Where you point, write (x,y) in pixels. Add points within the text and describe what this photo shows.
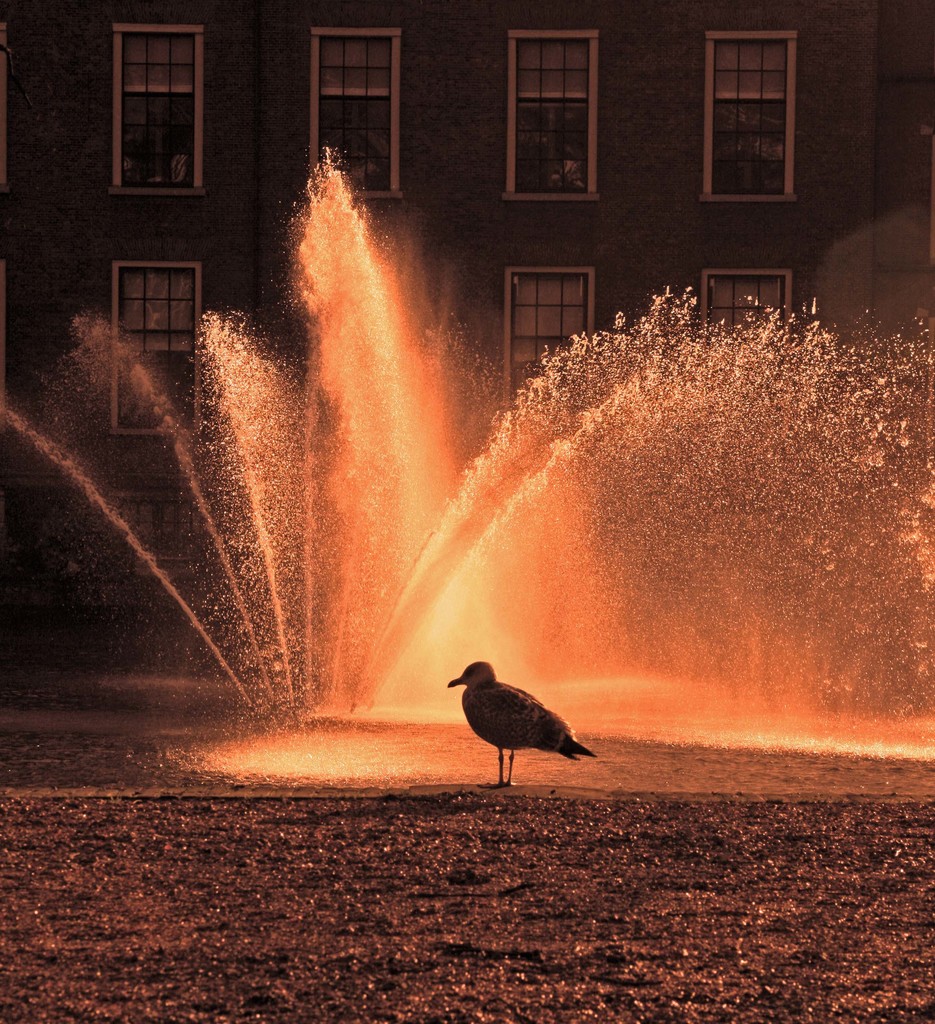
In the foreground of the picture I can see a bird (534,726). In the background (484,160), I can see the building (421,123) and glass windows (387,161). I can see the water fountain (406,667) in the middle of the picture (490,657).
